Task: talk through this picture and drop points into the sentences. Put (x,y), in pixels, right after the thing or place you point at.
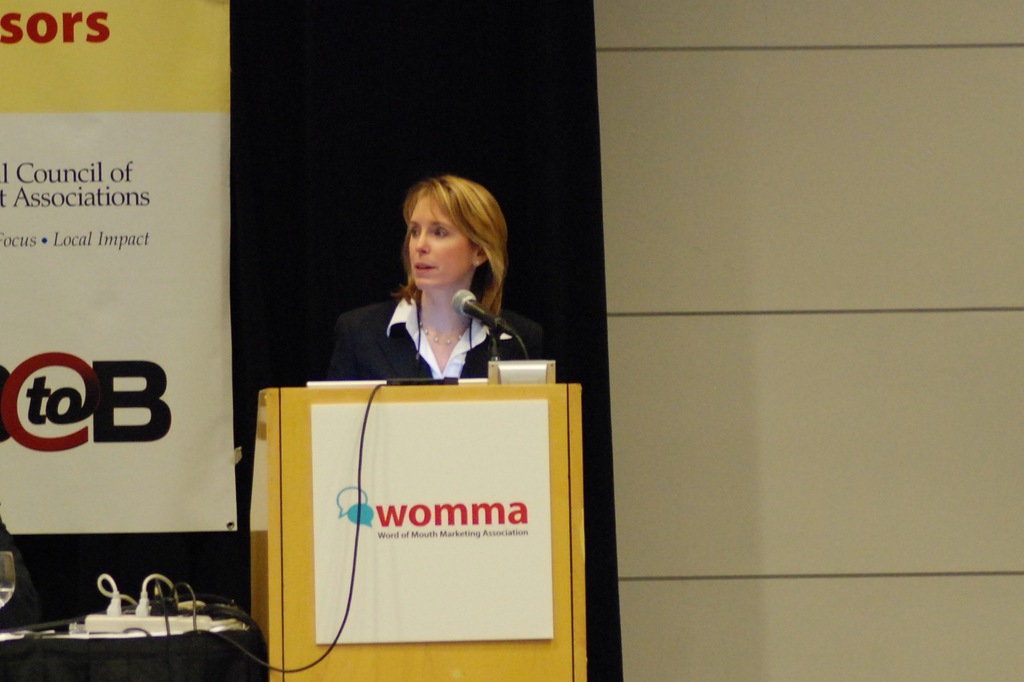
Here I can see a woman (445,288) standing in front of the podium (371,508) and looking at the left side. The podium (289,437) is in yellow color and a white color board (411,439) is attached to it. On this podium (361,388) I can see a mike (475,313). In the background (859,229), I can see a wall (669,451) to which a board (135,117) is attached and also I can see a black color curtain (298,141). On the board (67,171) I can see some text (71,206). Beside the podium (298,620) there is a table (81,659) which is covered with a cloth (94,665). On this table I can see a glass (4,579) and some wires (142,602).
